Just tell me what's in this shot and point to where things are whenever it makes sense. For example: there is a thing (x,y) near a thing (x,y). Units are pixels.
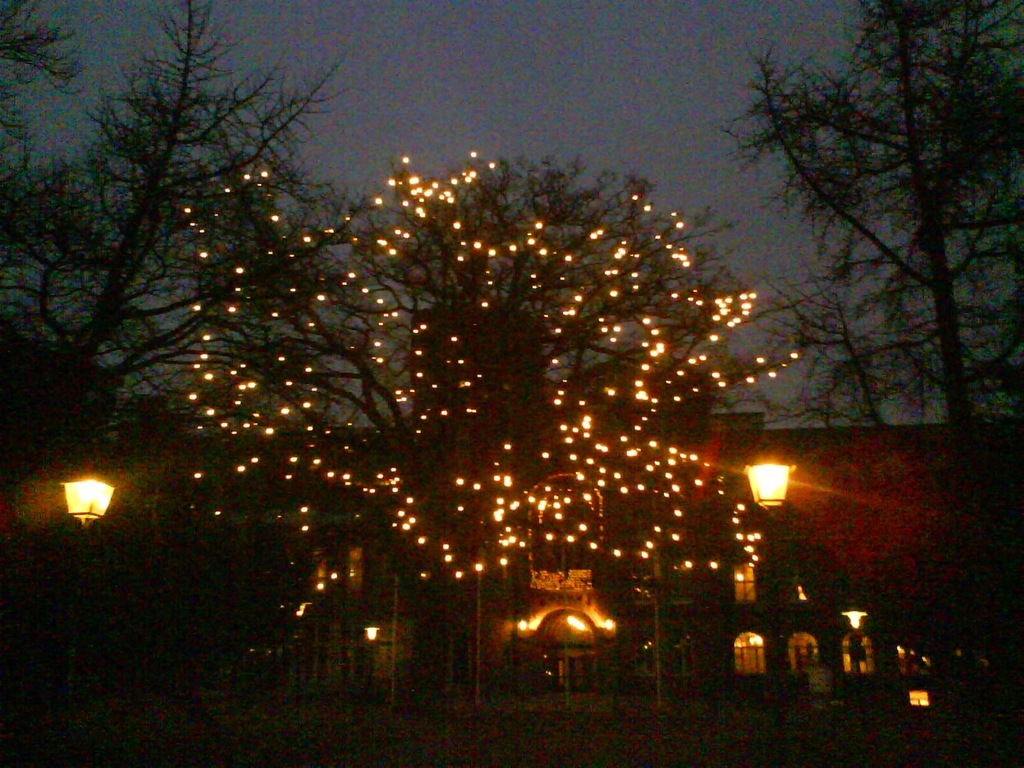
In the image we can see the building (855,447) and light poles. Here we can see trees (909,263) and the sky (520,65). We can even see a tree (530,407) decorated with tiny lights (468,415).
